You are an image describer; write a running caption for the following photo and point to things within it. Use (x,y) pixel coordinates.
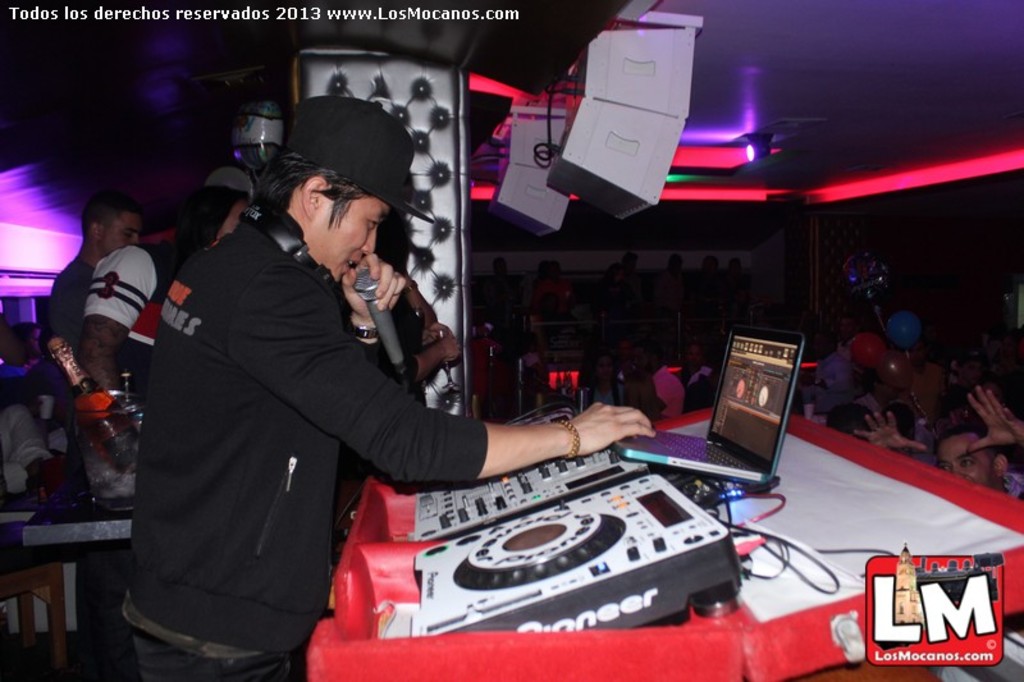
In the picture I can see a man (298,146) on the left side (262,343) is wearing a black color jacket (358,368) and looks like he is singing on a microphone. I can see a laptop (699,465) and DJ equipment (681,533) on the table (769,585). There is a lighting arrangement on the roof (701,180). I can see a few people (904,432) and balloons (902,322) on the right side (909,331).
